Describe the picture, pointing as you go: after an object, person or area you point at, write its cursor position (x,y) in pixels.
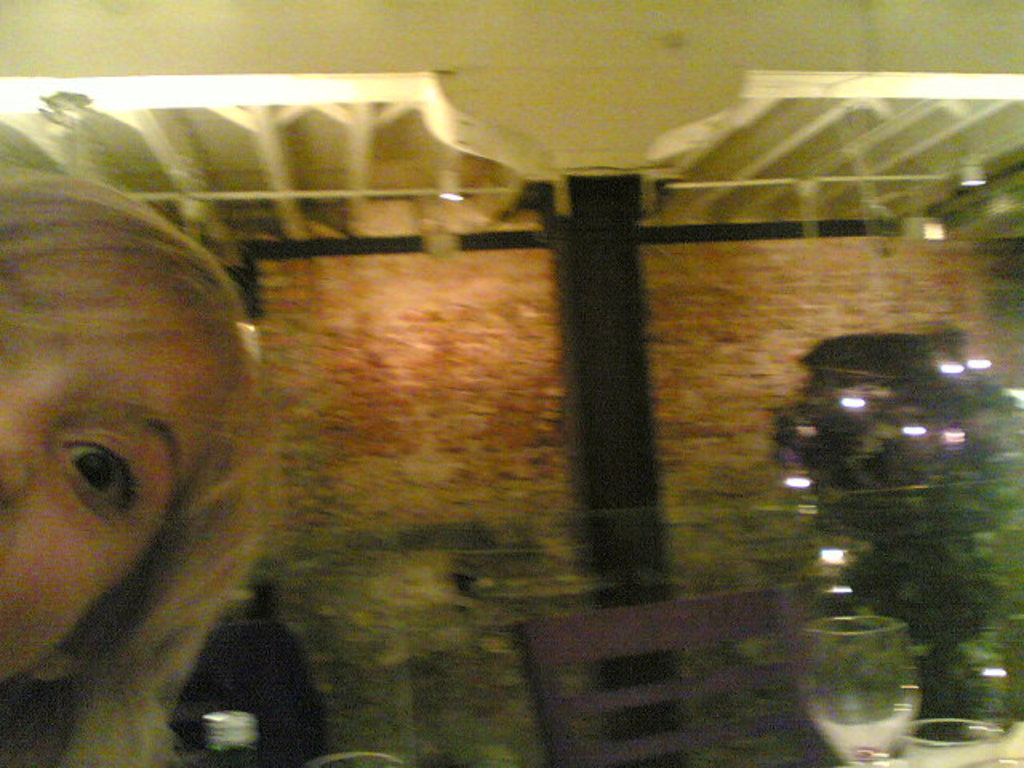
In this image, on the left side (105,529) there is a lady (30,571) and there are chairs (668,703), in the background (416,689) there is a wall (453,262), at the top (577,134) there is a roof (855,145), on the bottom right (921,767) there are glasses (909,730).
